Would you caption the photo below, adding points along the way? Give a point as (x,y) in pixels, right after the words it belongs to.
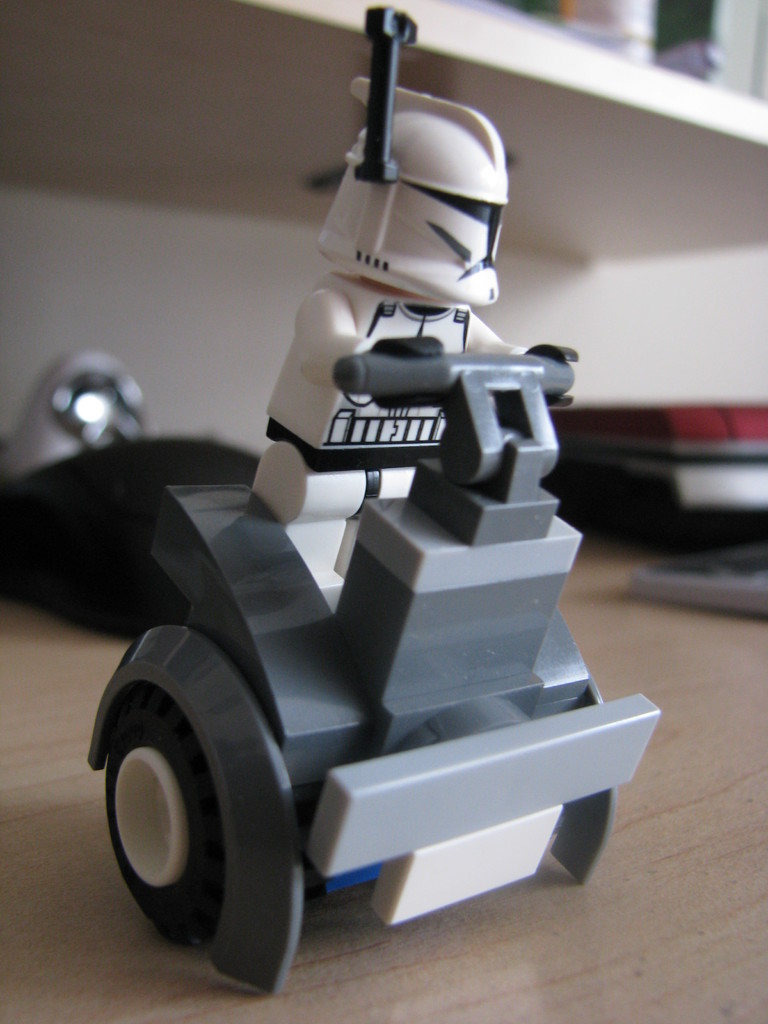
In this image we can see a toy (426,531), books (631,461), and other objects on a wooden surface (38,690), and the background (135,115) is blurred.
